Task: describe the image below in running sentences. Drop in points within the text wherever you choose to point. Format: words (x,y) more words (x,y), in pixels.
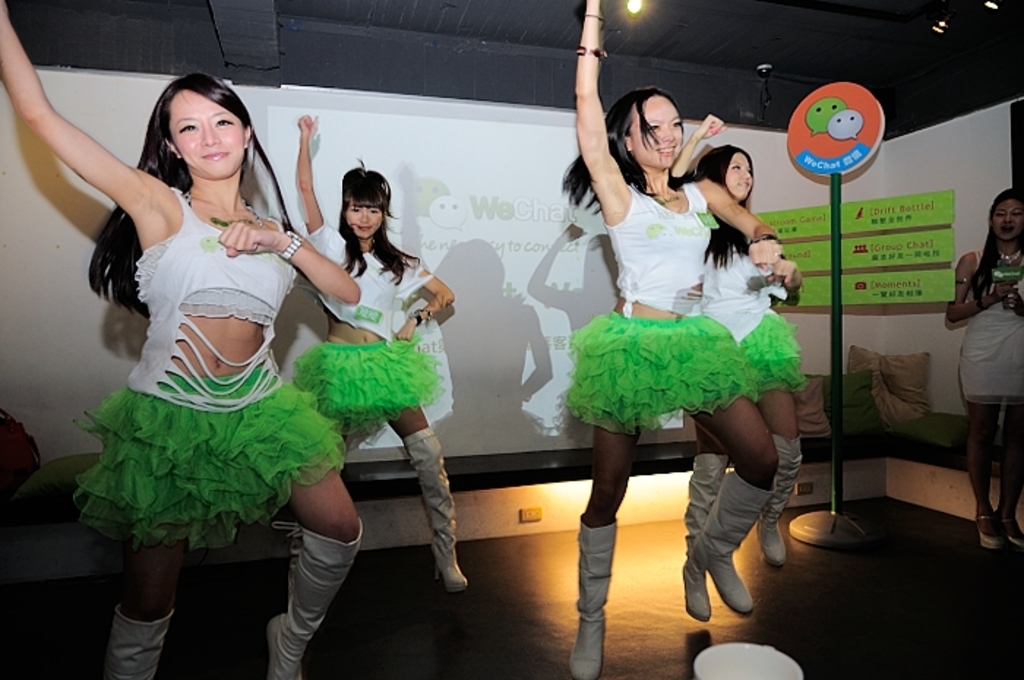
This picture shows few woman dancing on the floor (555,577). we see a projected light (449,150) on their back (552,439) and we see a woman (1015,194) standing on the back (994,487) and we see lights (939,28) to the roof (921,35) and we see a board (797,150) with a stand (838,322).
